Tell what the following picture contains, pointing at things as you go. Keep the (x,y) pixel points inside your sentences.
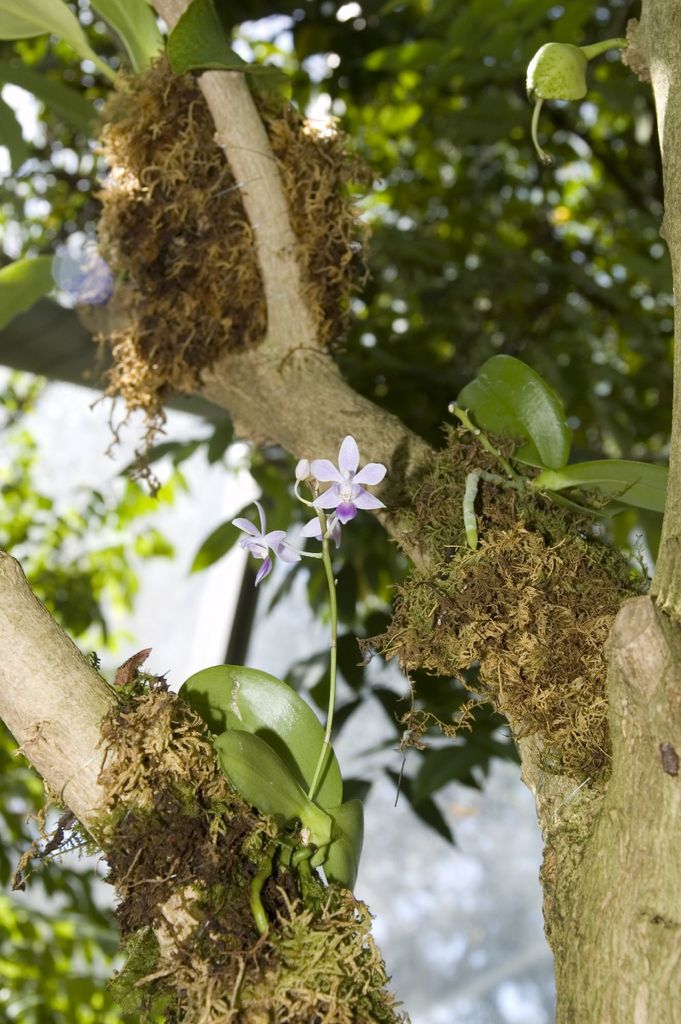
In this image we can see some flowers (377,509), buds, also we can see the tree (640,819), and the background (445,355) is blurred.
